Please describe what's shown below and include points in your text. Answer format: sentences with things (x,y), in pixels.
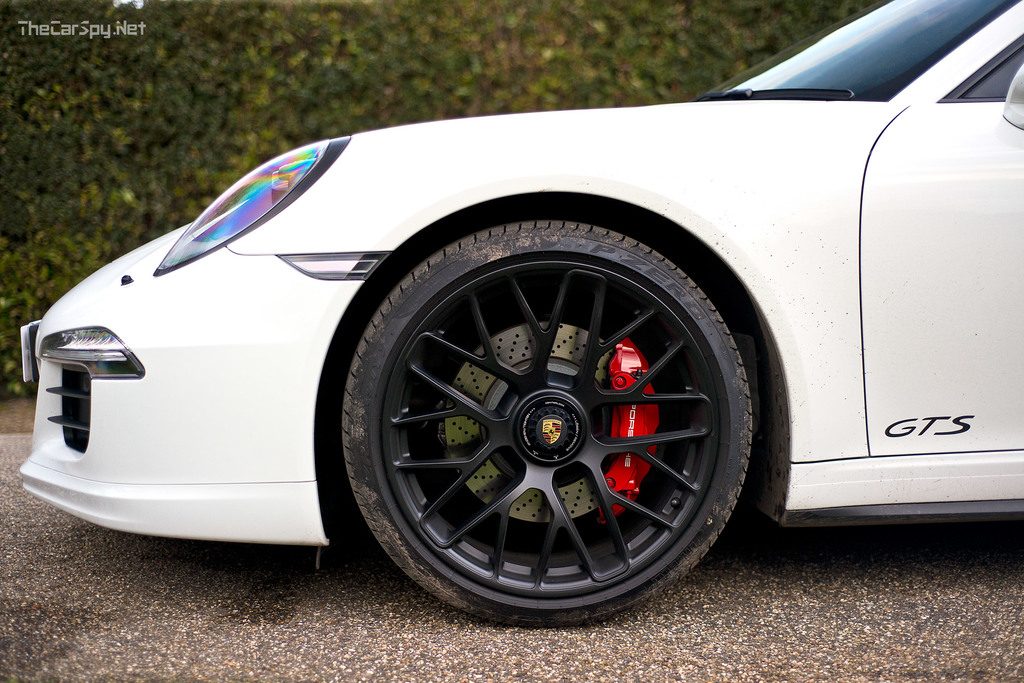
In the image I can see a car (627,359) to which there is a wheel (460,415) and to the side there are some plants (34,248).
